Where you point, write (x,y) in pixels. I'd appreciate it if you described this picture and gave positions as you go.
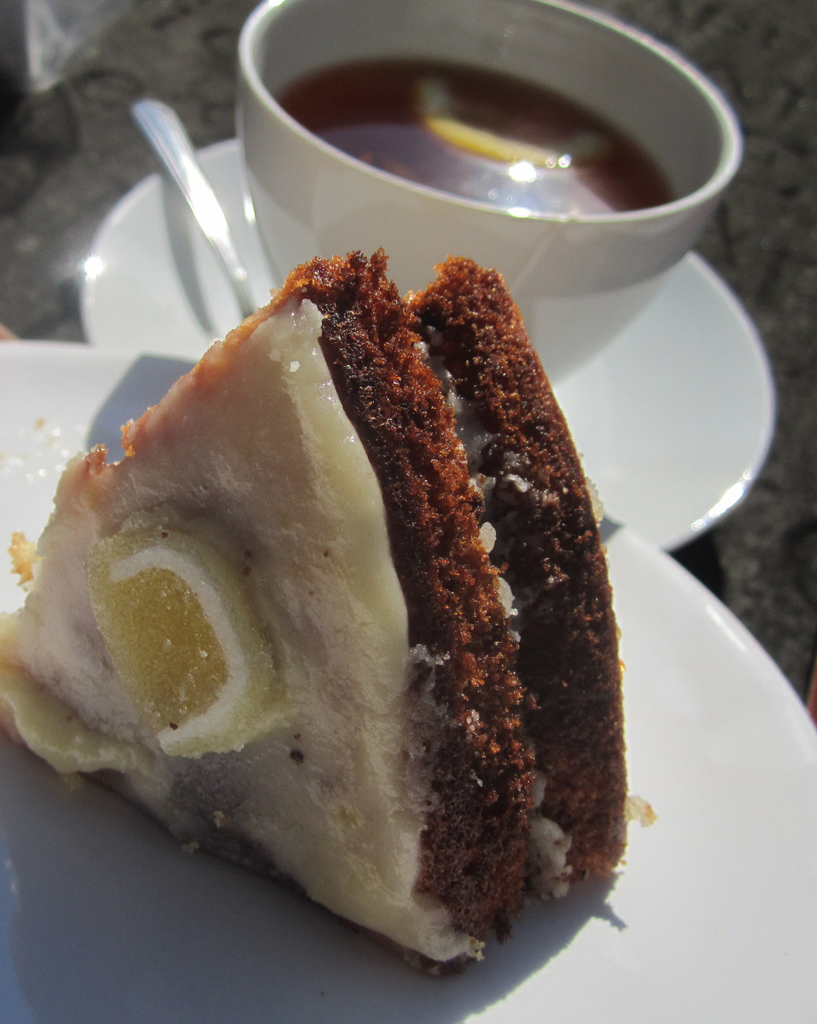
In this image in the foreground (313,428) there is one plate (744,740), on the plate (654,776) there is one pastry (423,541) and in the background (545,273) there is one cup (325,176), saucer (175,191) and spoon (195,206). In the cup (385,178) there is some drink (398,160).
